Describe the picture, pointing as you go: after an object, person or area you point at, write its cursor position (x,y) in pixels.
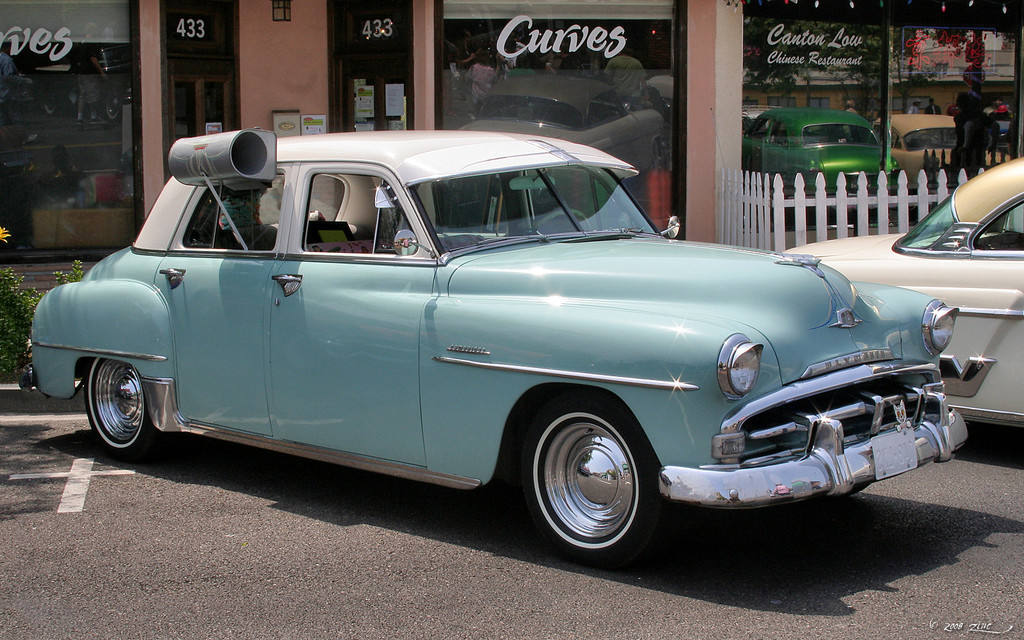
There are two cars (708,322) on the road (686,514). I can see a building (400,79) with the glass doors (450,94). This looks like a plant (22,308). I can see the reflection (868,150) of the cars (856,145), tree (765,41) and buildings (947,78) in the glass door (862,128). This looks like a fence (779,214). I can see the watermark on the image.
